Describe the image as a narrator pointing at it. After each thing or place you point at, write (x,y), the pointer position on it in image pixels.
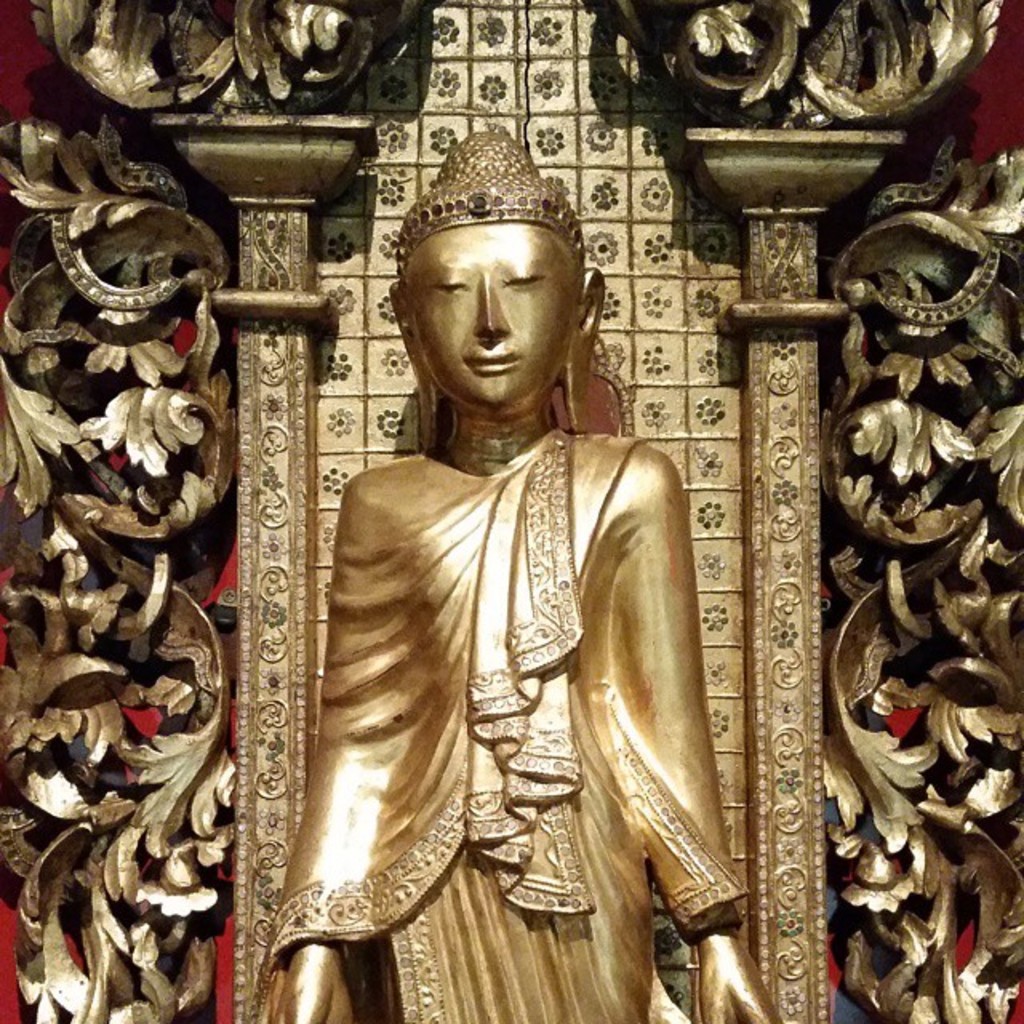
In this image there is a sculpture (509,461), and in the background (626,268) there is a gold color design (751,336).
